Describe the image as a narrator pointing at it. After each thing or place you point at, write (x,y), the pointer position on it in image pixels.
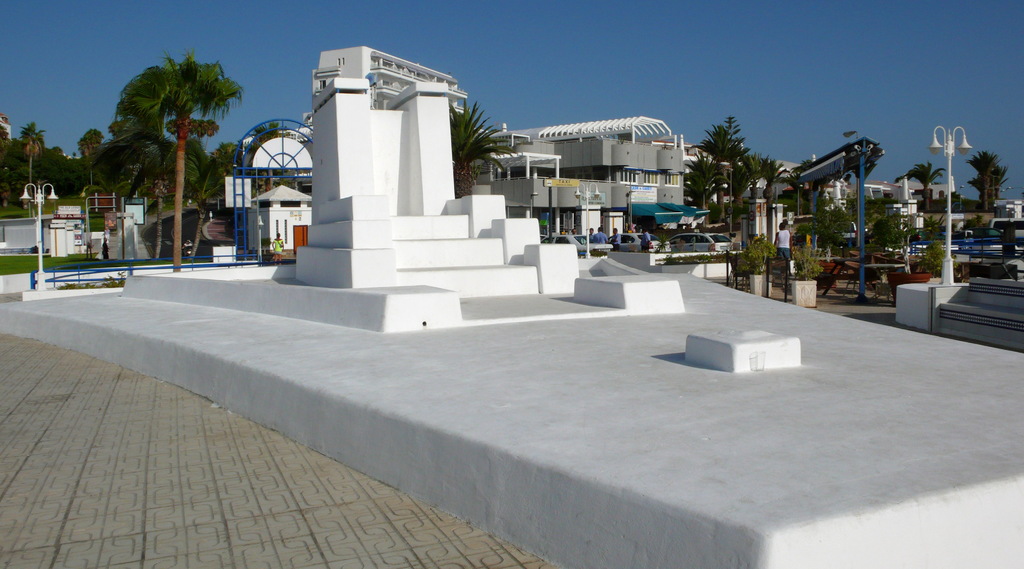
In the picture we can see a limestone surface (912,367) with a sculpture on it and behind it, we can see the poles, trees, vehicles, people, buildings (643,183) and the sky (914,4).
